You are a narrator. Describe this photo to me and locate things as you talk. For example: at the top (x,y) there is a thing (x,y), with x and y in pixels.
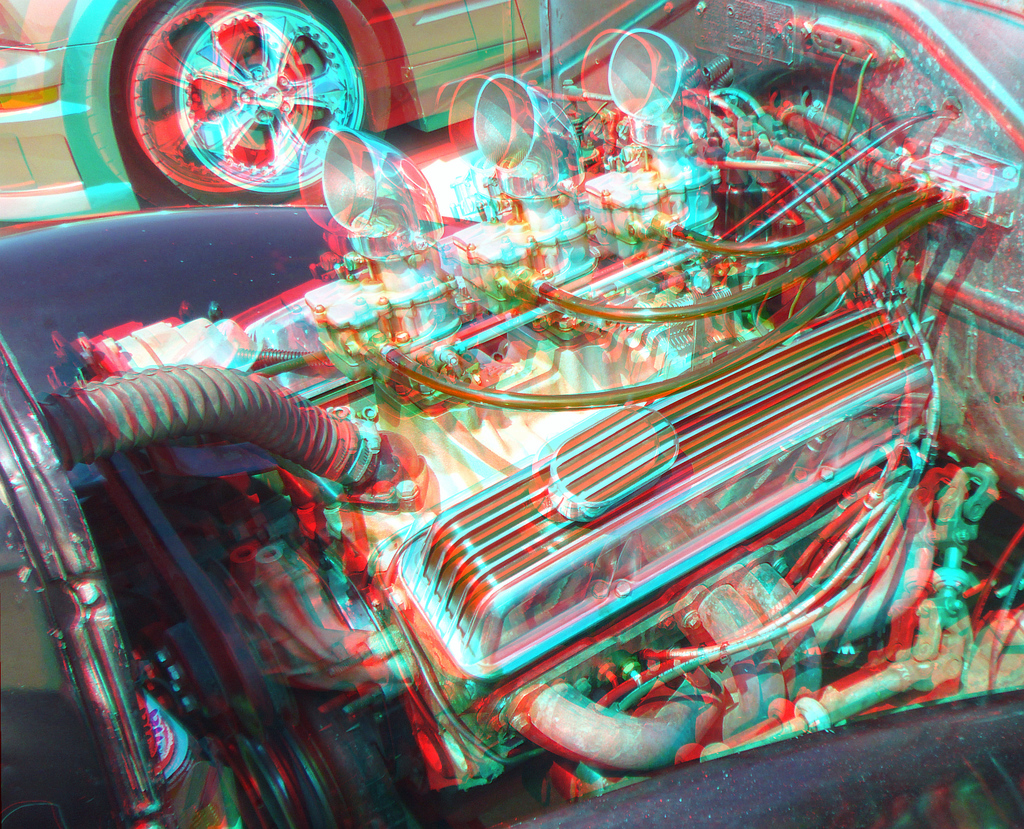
In this picture we can see a car (262,93), and engine (455,306) of another car (475,520).
